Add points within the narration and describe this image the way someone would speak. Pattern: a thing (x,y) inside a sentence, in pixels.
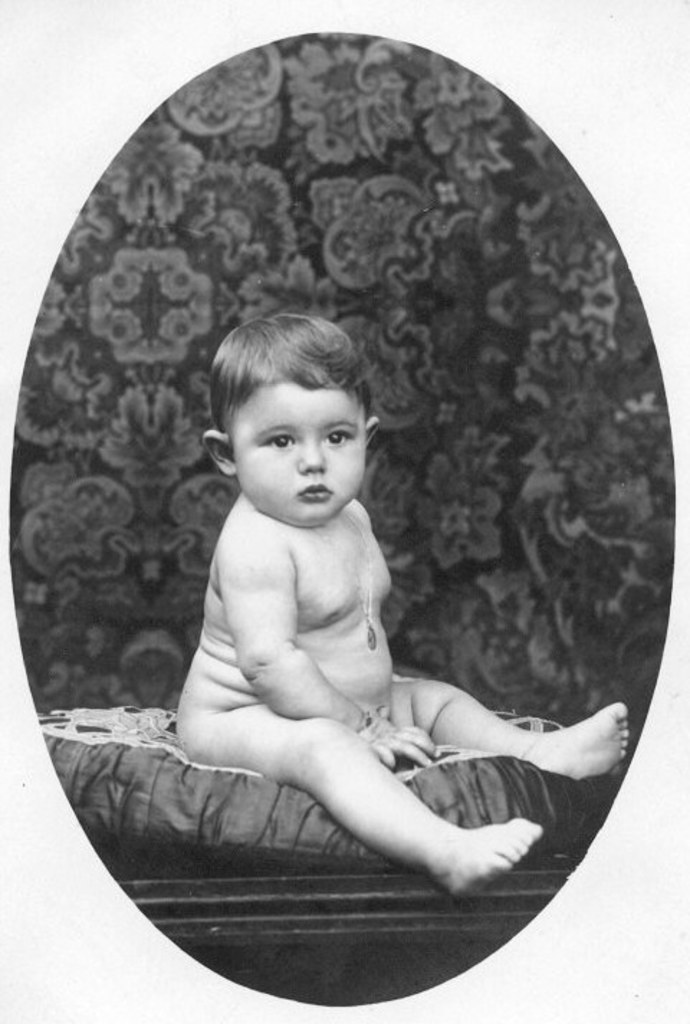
In this black and white image there is a small baby (239,593) in the foreground (276,531).
